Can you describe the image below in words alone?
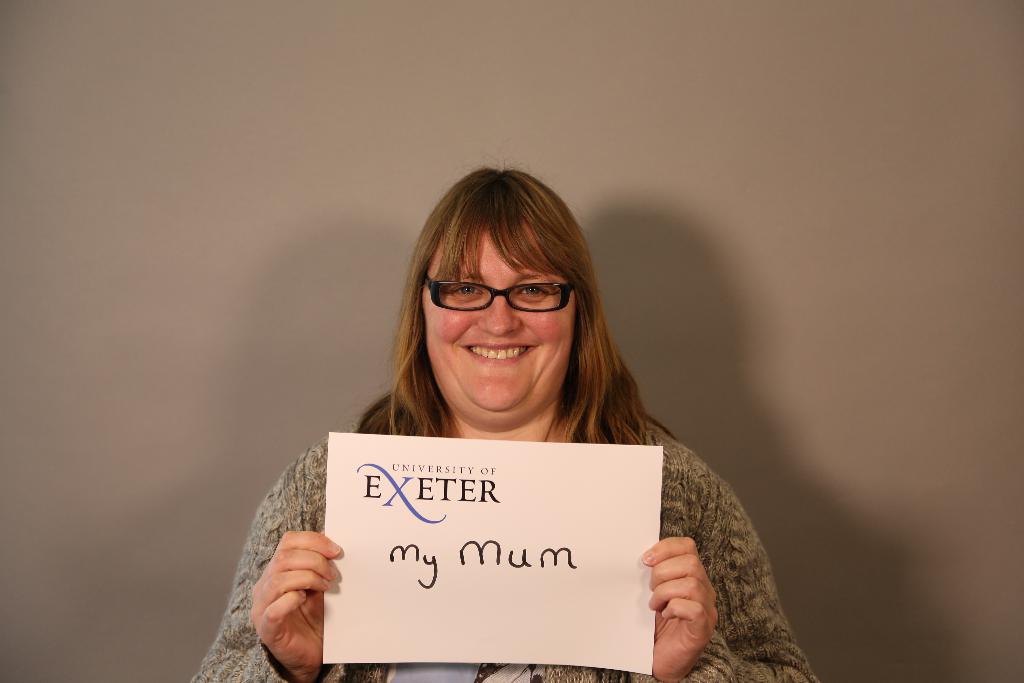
In this picture we can see a woman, she is holding a poster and wearing a spectacle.
